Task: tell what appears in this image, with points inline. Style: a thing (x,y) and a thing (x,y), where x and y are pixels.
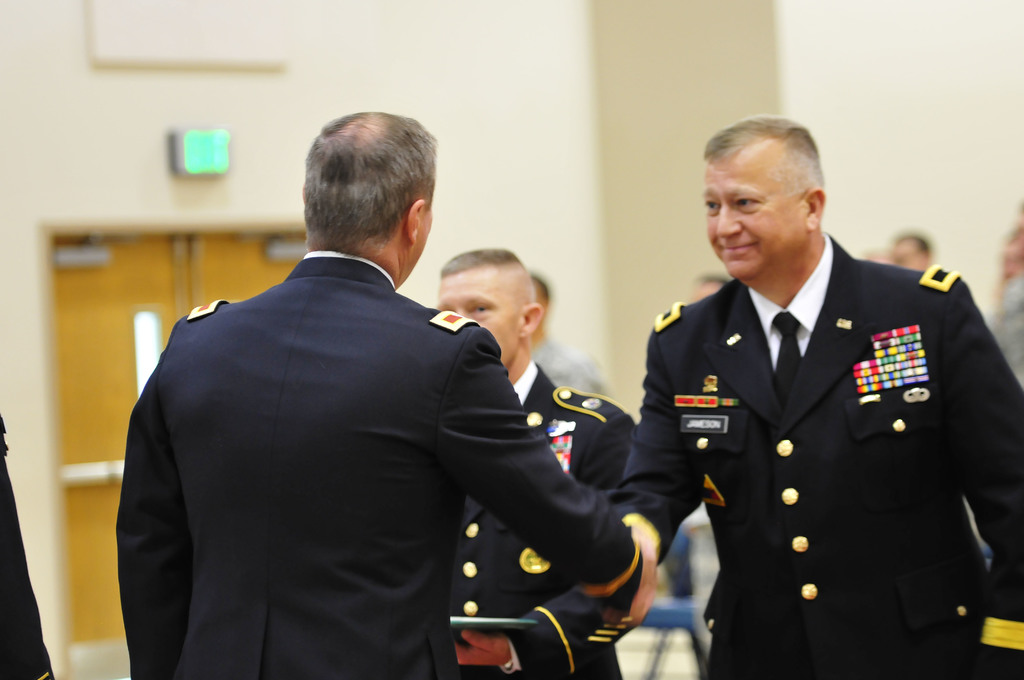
This image consists of some persons (593,390). All are wearing same dresses (602,476). They are in black color. In the middle (342,409) there are two persons (348,445), who are shaking hands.
